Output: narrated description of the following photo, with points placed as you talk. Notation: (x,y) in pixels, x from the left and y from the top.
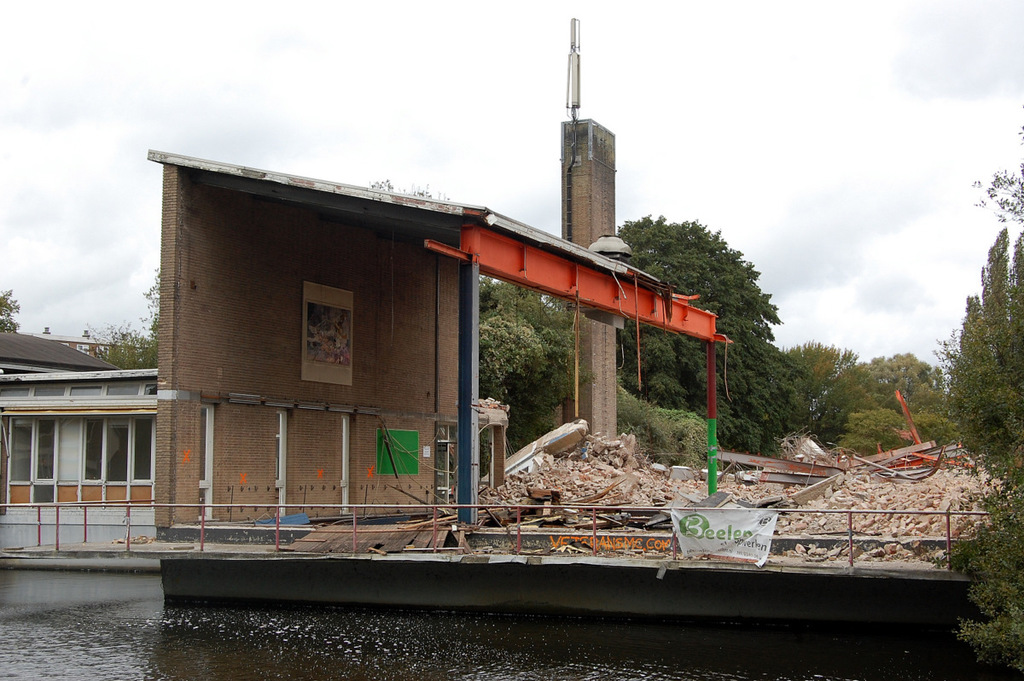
In this picture we can see a building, trees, water (45,669) and we can see sky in the background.
